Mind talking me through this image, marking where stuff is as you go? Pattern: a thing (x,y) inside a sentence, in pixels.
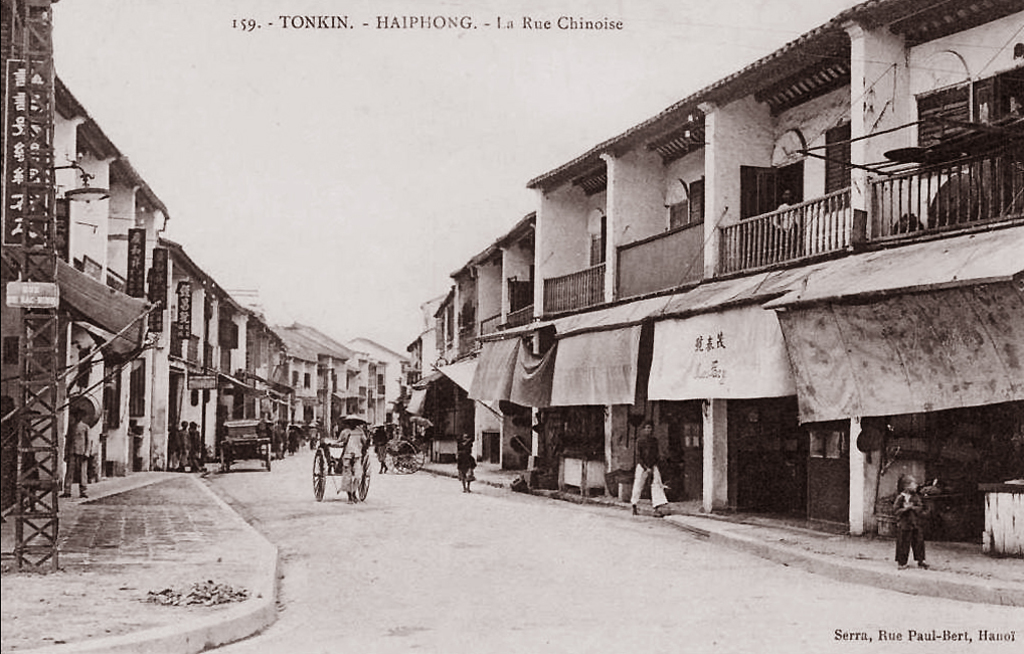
In this picture I can see the building (755,411). On the road (440,483) I can see many peoples (381,466) were standing near to the cars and chariot (340,466). On the left (49,558) I can see the electric pole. At the top (425,131) I can see the sky (238,82). In the bottom right corner (974,634) I can see the watermark (1002,634). On the right (1004,233) I can see the balcony (800,220), railing (739,230), banners (963,389) and other objects (1014,355).
